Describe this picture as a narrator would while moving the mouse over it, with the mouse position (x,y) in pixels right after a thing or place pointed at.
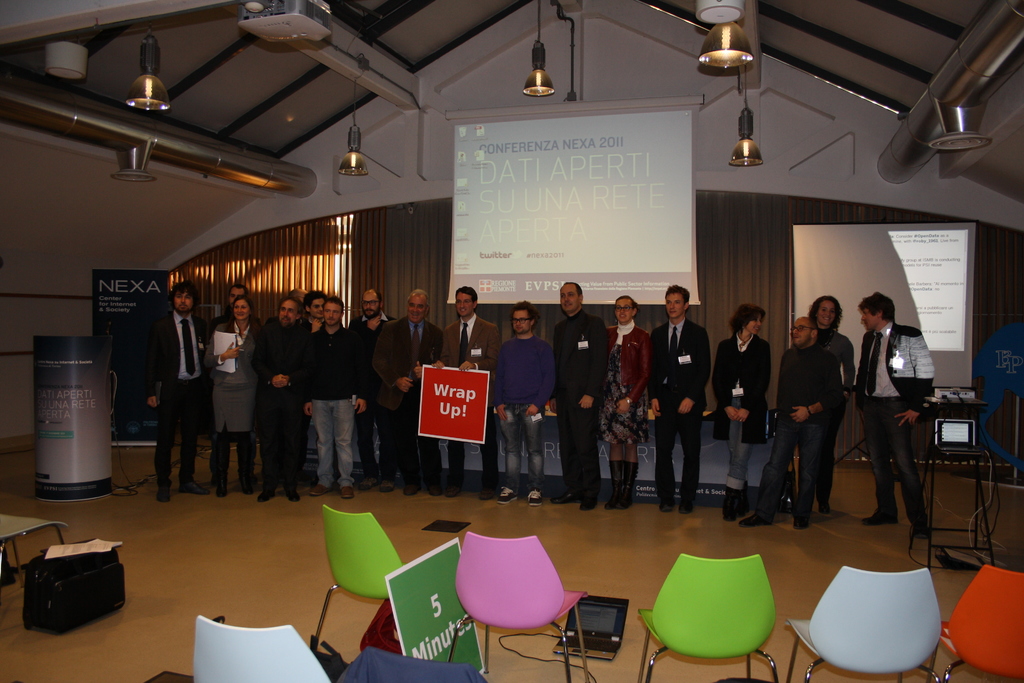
In this image there are group of people (401,344) standing side by side on the floor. They are holding a board (453,392). In front of them there are chairs (857,604). In the background (530,225) there is a screen (583,156). At the top (154,68) there are lights (749,54) which are hanged to the ceiling (314,75). On the left side (282,20) top there is a projector (294,32). On the left side (117,349) there are banners (112,331). On the right side (953,458) there is a stool (952,450) on which there is a laptop (940,425).
